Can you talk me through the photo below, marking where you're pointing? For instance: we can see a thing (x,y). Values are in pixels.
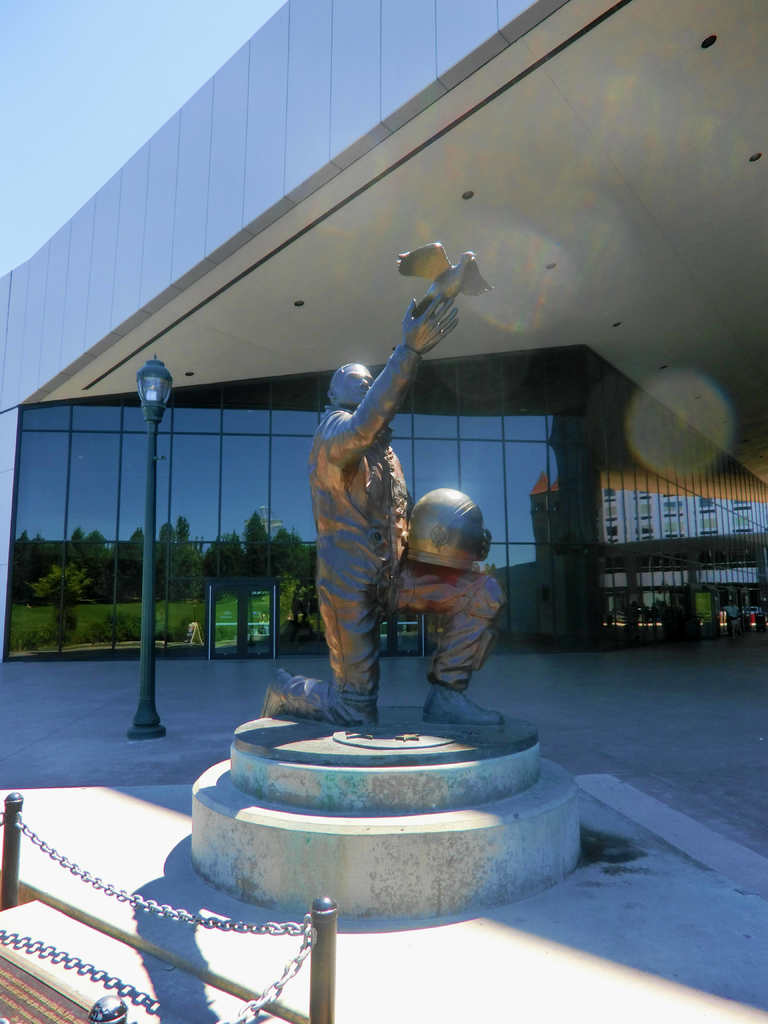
This image consists of a statue (353,707). On the left (10,898), there is a fencing (29,947) along with chains (29,947). In the background (620,395), we can see a building (211,496) and a pole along with the light (145,400). At the top (40,128), there is sky (40,105).
